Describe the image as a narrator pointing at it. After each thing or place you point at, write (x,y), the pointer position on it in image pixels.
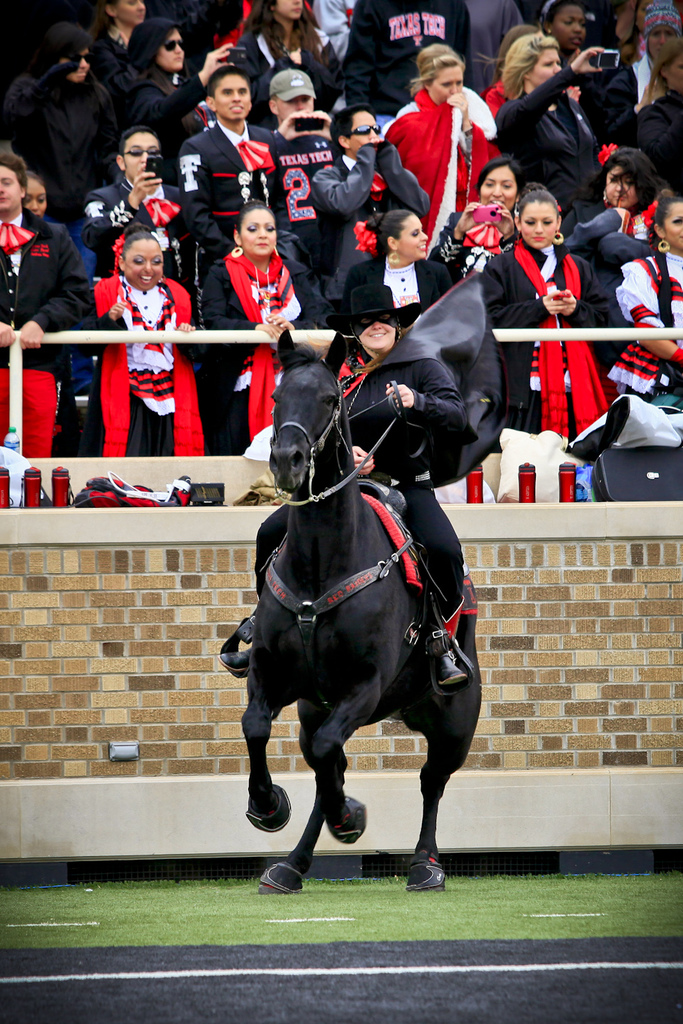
In the center of the picture (383,357) there is a woman (383,415) in black dress (380,392) riding a black horse (362,667). At the bottom (310,929) there is grass (257,908). In the background (390,144) there are people (335,180) watching. In the center (237,477) there is a brick wall (172,545) and there are water bottles (475,497) and other objects (263,475) on the wall (611,518).
